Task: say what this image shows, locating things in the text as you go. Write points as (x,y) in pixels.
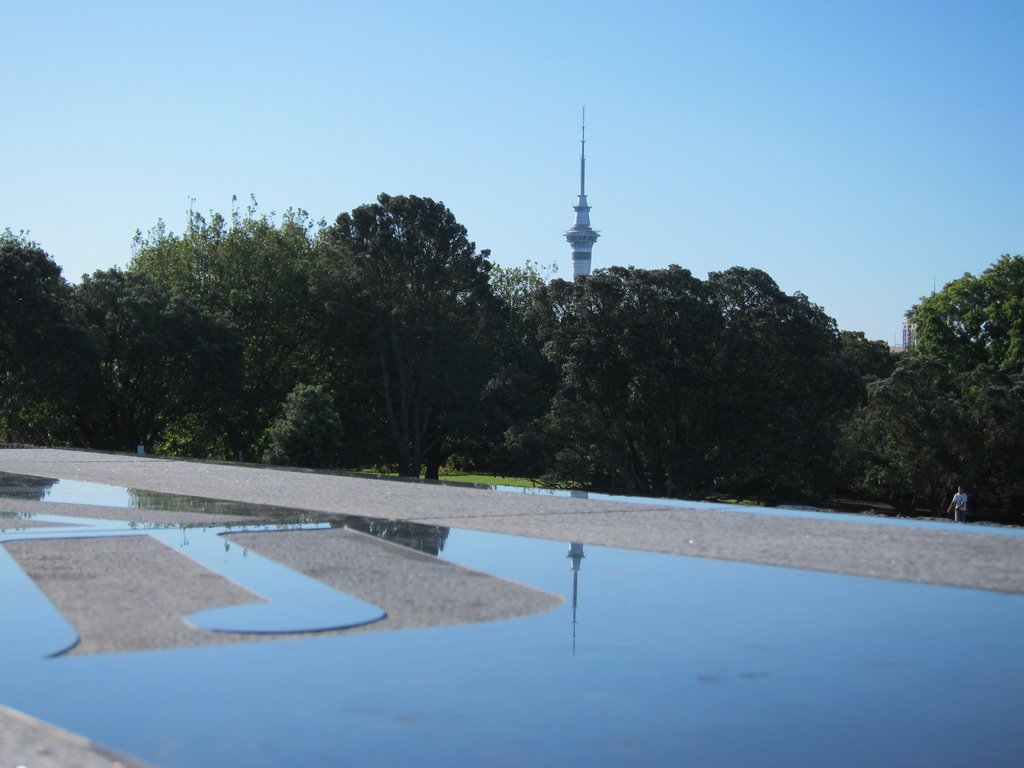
At the bottom of the picture (462,666), we see the wet stone (742,570). The man (963,498) in the white T-shirt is walking in the garden (913,503). Behind him, there are many trees (540,410). There is a tower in the background (582,216). At the top of the picture (570,185), we see the sky (491,227).
